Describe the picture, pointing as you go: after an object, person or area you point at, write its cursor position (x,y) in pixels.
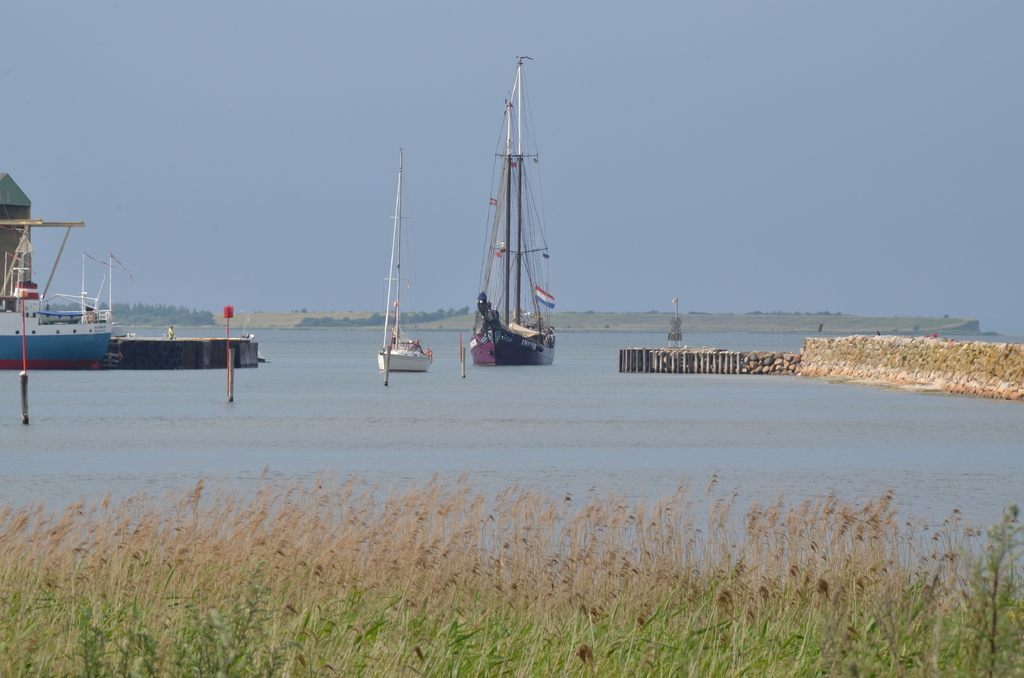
In this image I can see boats (397,217) on water (398,397). Here I can see plants (535,572). In the background (436,177) I can see trees (192,312) and the sky (318,243). I can also see some objects (158,349) on the water (648,382).
